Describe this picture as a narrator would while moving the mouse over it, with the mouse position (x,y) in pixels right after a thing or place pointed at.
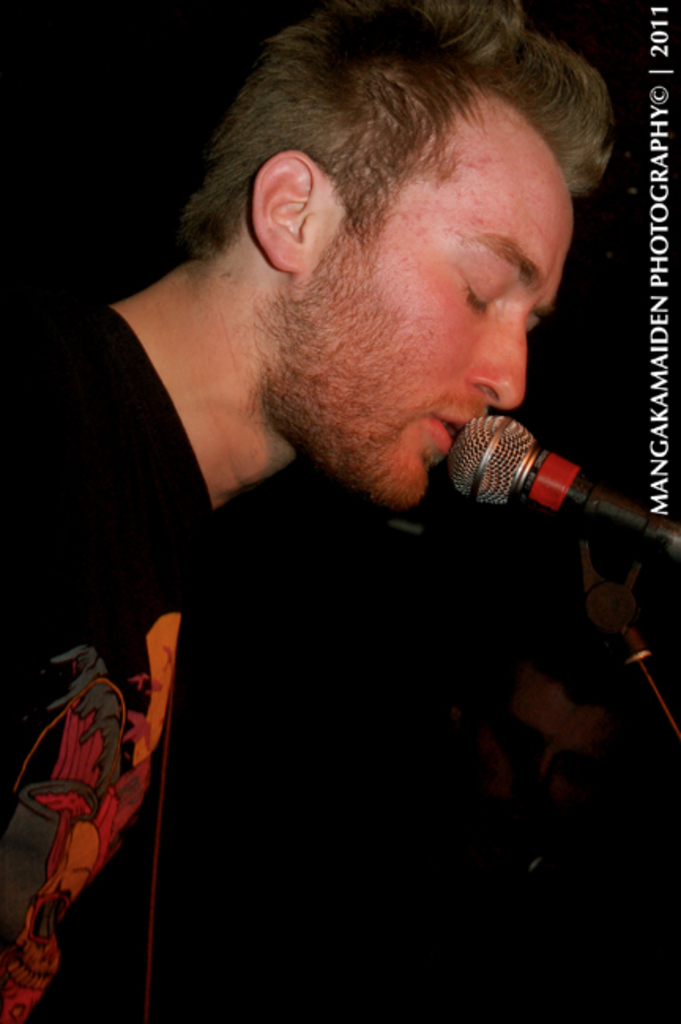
In this image there is a man (350,395) singing, there is a stand (646,672) towards the right of the image (638,635), there is a microphone (511,463) towards the right of the image (467,439), there is text (653,256) towards the right of the image (659,172), there is number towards the right of the image (649,36), the background of the image (628,50) is dark.
